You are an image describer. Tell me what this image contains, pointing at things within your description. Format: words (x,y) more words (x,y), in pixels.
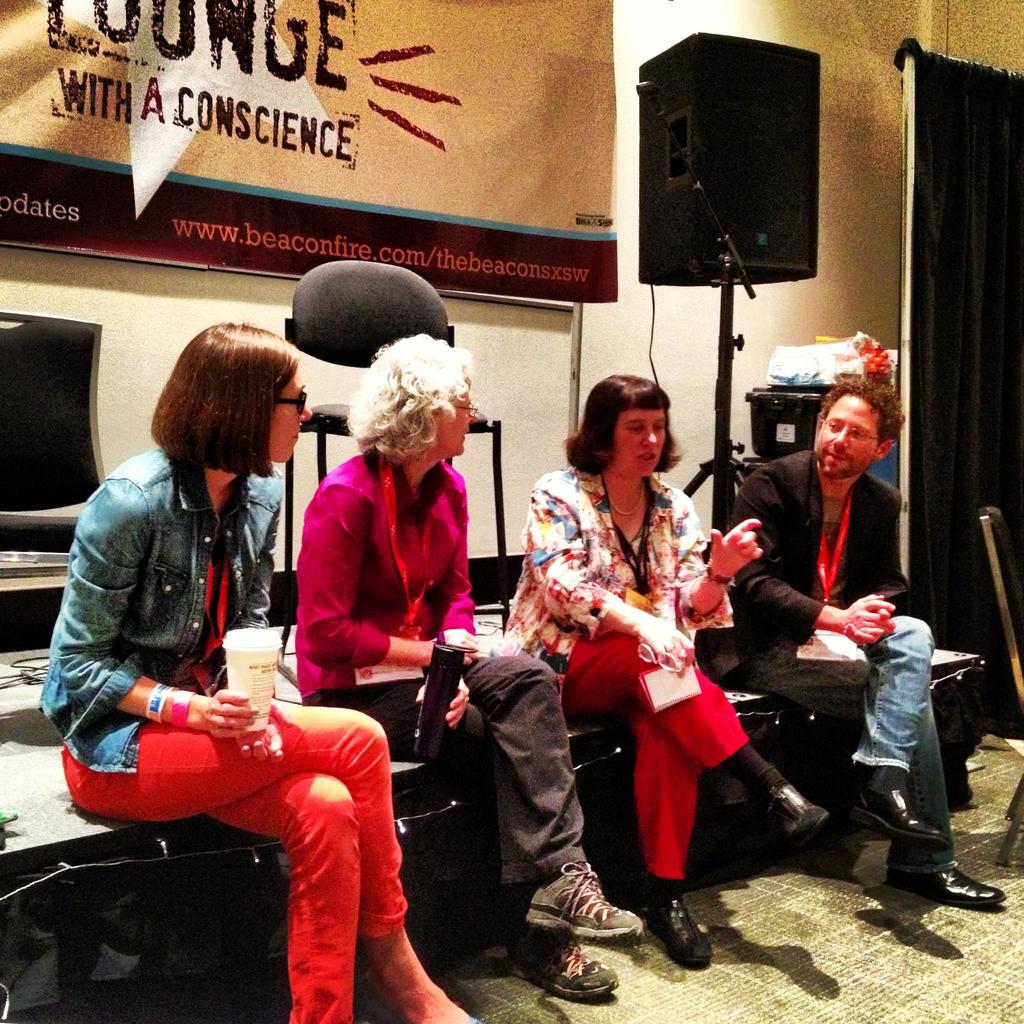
In this image there are people (514,724) sitting on the stage (46,854). Behind them there is a chair (497,506). There is a speaker (761,213) and a few other objects (815,376). In the background of the image (392,218) there is a board (526,193) with some text (271,132) on it. There is a wall (847,30). On the right side of the image (1021,813) there is a chair (1011,852). There is a curtain (941,148).
